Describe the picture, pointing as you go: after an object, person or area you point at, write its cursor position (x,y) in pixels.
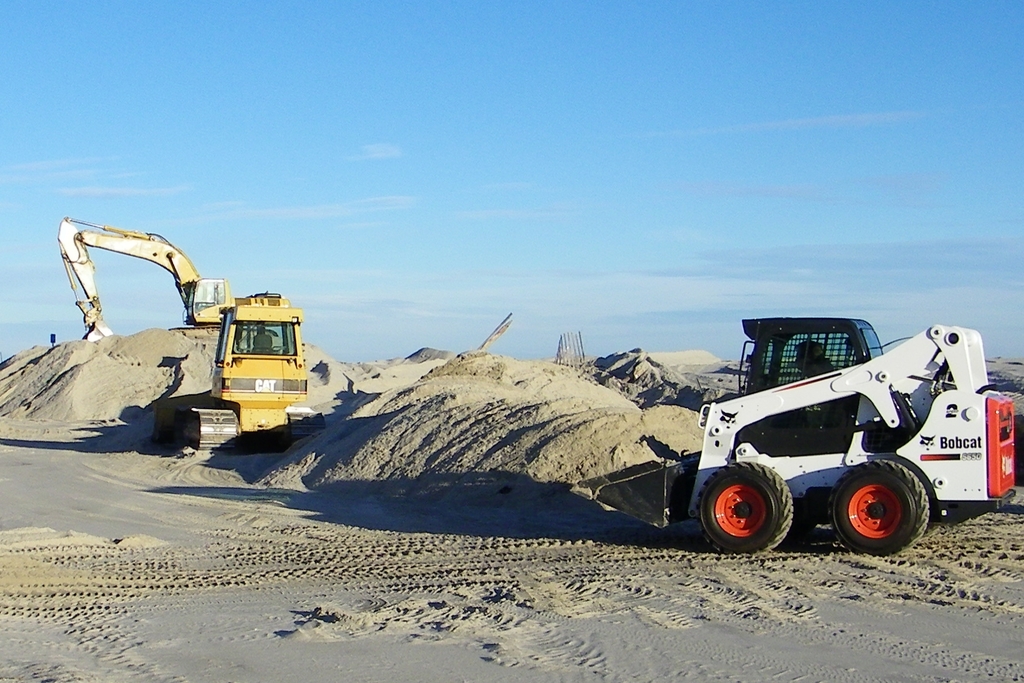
In this image, we can see few trucks (866,476) are on the sand (416,491). Background (745,163) there is a sky (614,140) we can see.
